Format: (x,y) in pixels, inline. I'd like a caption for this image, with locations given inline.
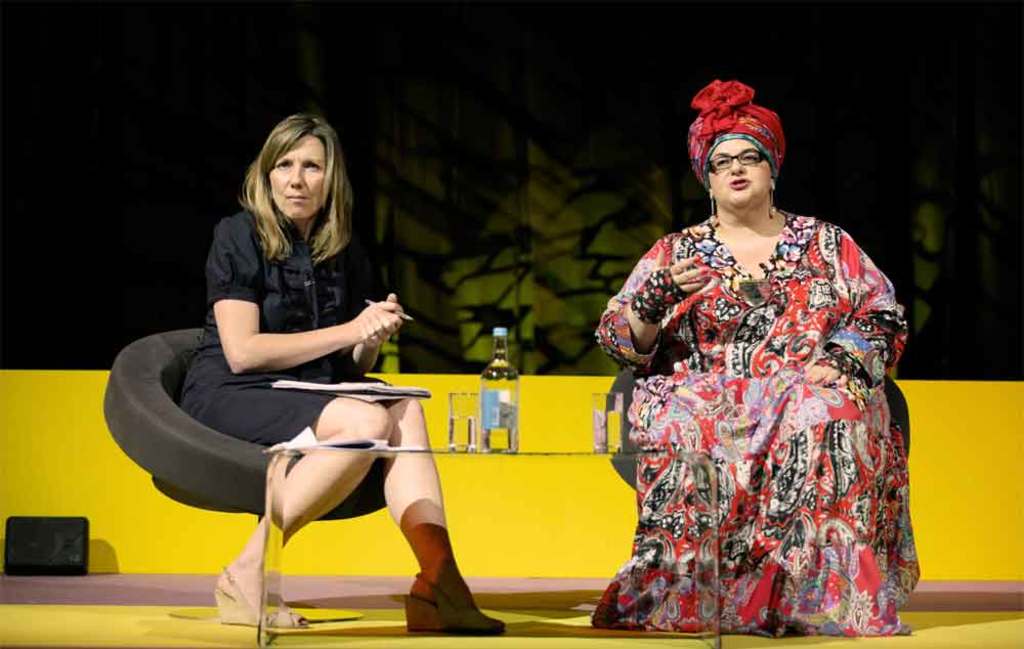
In this picture I can see 2 women (764,312) who are sitting on chairs (246,472) and I can see a table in front of them, on which there are 2 glasses (464,423) and a bottle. In the background (62,469) I can see the yellow color wall (468,491) and on the left bottom of this picture (71,551) I can see a black color thing (28,536).
